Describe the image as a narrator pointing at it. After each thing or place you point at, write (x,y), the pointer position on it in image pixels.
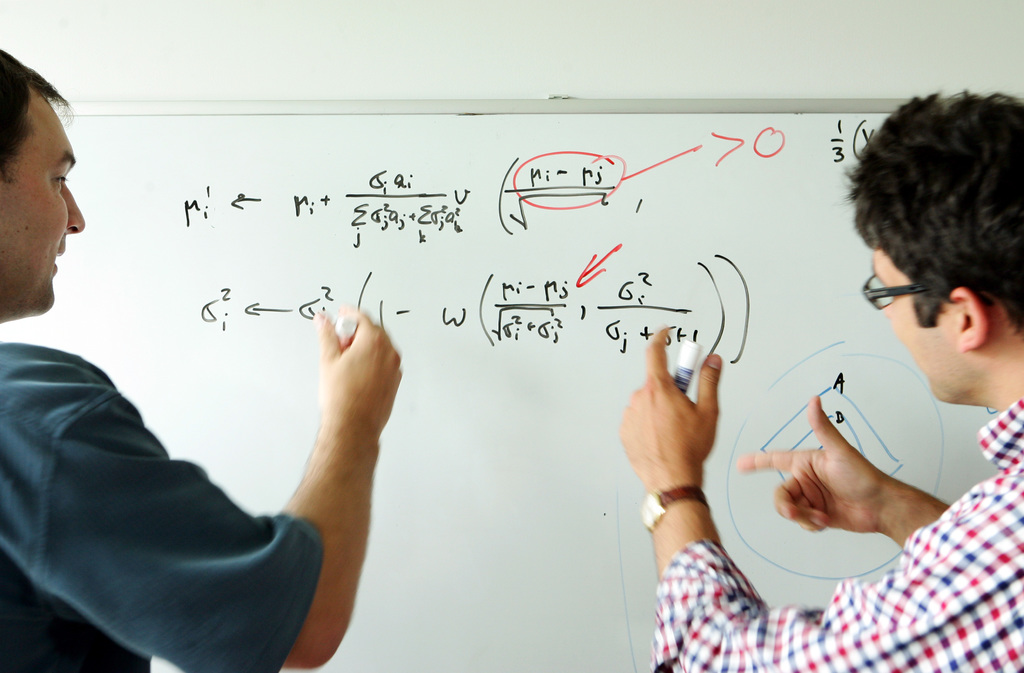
In the foreground of the picture (44,294) there are two men (130,488) holding markers (677,378). In the center of the picture (442,318) there is a board (492,161), on the board (501,222) there is text (377,221).
